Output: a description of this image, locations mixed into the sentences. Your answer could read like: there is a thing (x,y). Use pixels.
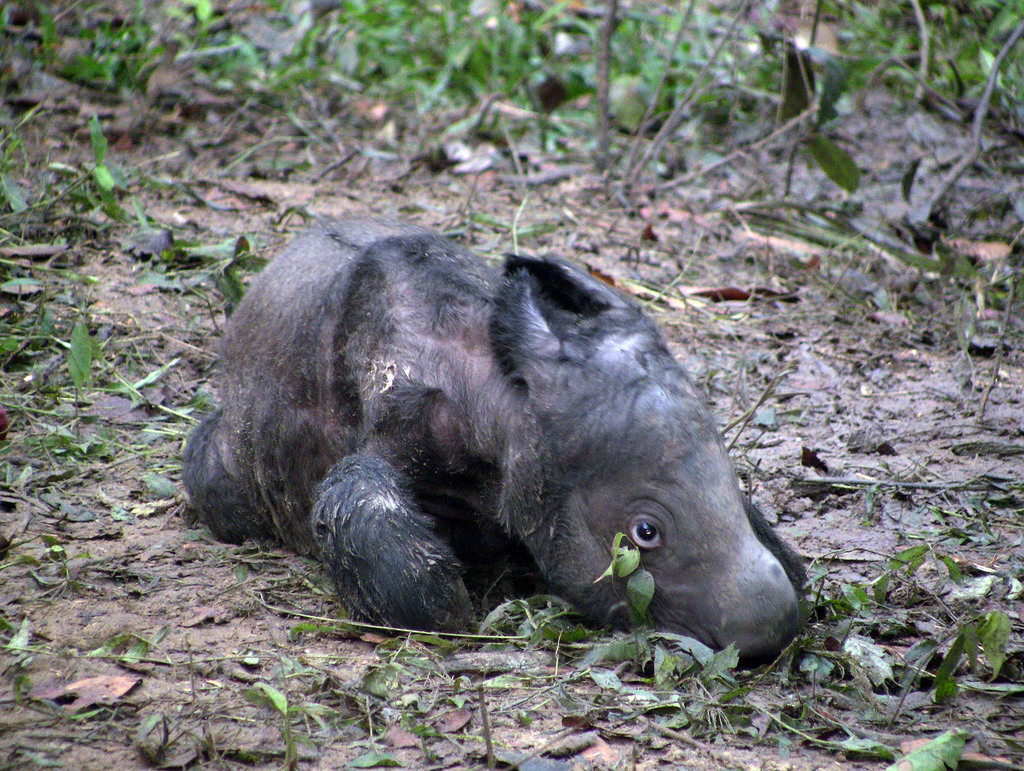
In this image, we can see an animal (586,285) on the ground (884,563), there are some green color leaves (425,42).
